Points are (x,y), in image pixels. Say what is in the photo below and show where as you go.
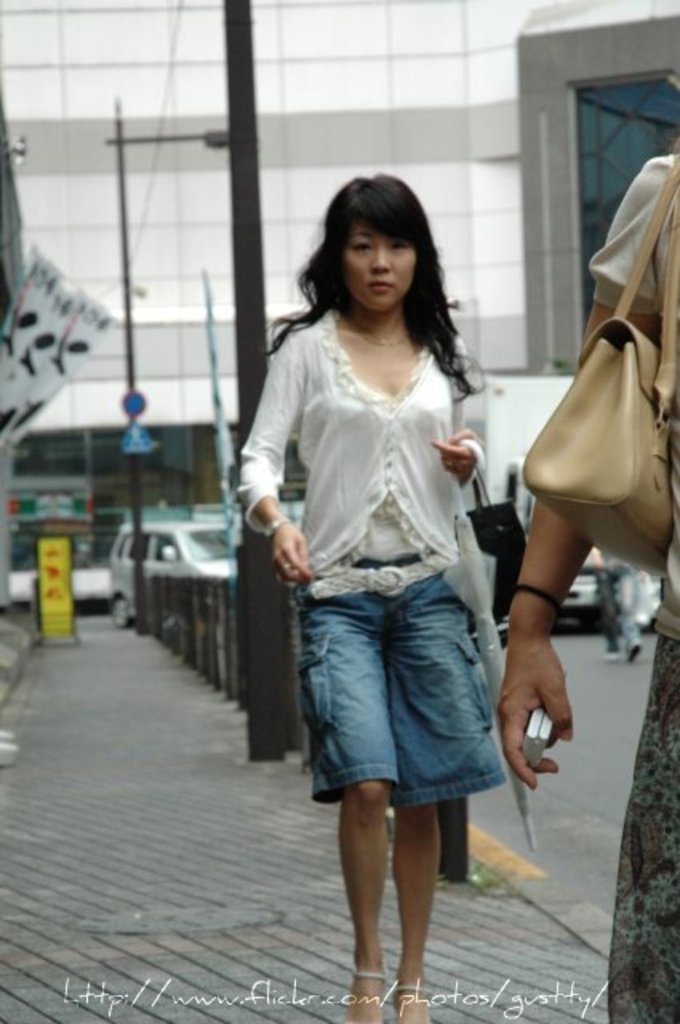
In this image there is a girl (376,536) in the middle (382,604) who is walking on the footpath (345,943). On the right side (672,594) there is another person (667,633) who is wearing the handbag (605,451). In the background (489,85) there are buildings (516,114). Behind them there is a road (545,780) on which there are vehicles (177,544). On the footpath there are poles (231,193) to which there are lights (204,137). On the footpath (49,658) there is a board (51,579).
